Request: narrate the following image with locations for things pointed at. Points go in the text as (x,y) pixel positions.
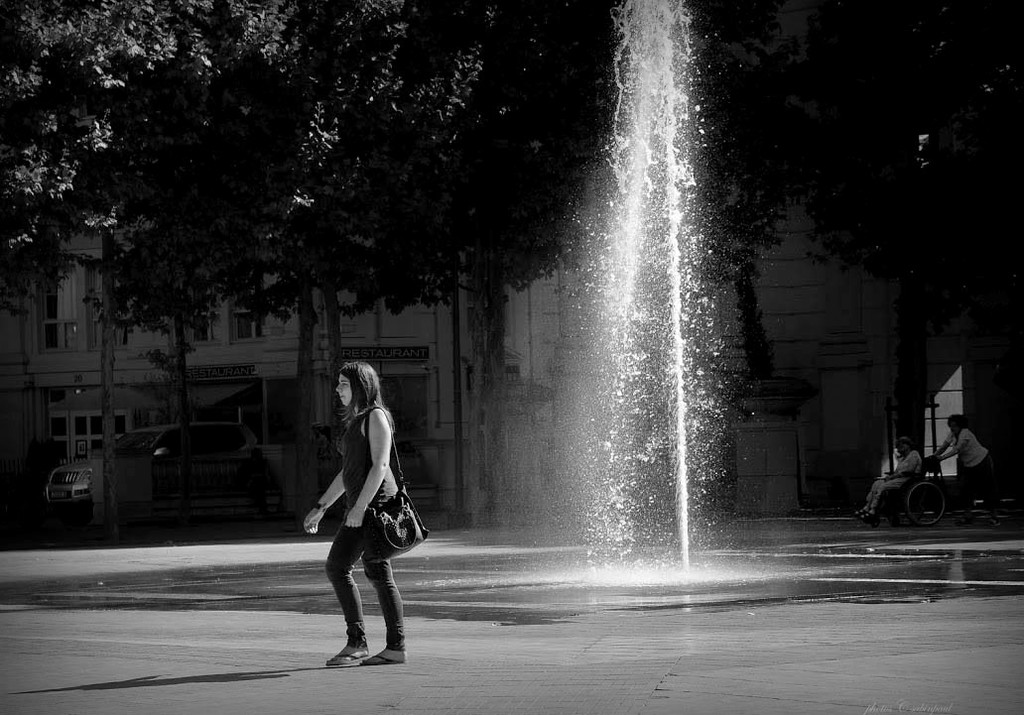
In this image I can see a woman (374,477). I can see the water (594,564). In the background (274,505), I can see a vehicle (70,495), trees (183,500) and a building (352,323) with some text (382,351) written on it.
